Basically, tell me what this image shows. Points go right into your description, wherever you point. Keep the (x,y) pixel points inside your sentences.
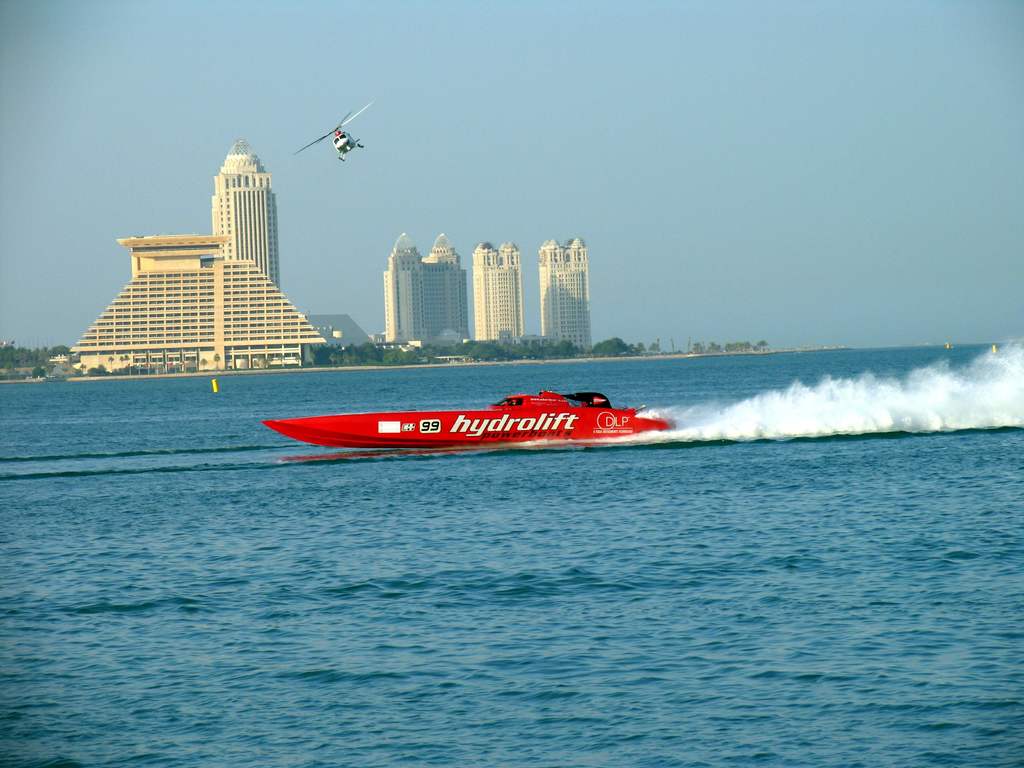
In this picture we can see a boat (531,407) on the water (406,501) and there is a helicopter (341,140) flying. Behind the boat (419,443), there are buildings (276,306), trees (355,364) and the sky (474,168). There are some objects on the water (304,390).
